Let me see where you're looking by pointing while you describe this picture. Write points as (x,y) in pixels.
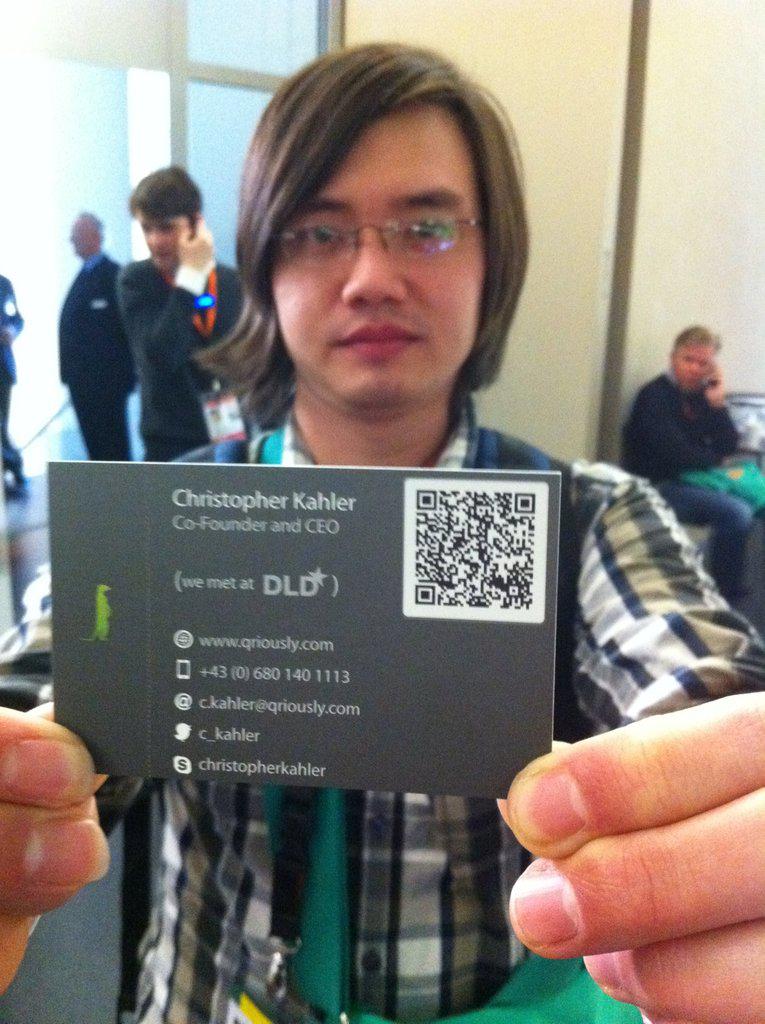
In this picture we can see a man (344,902) wearing checked shirt (620,646), standing in the front (437,502) and holding the visiting card (288,595) in the hand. Behind we can see some people (162,267) are standing. In the background (508,82) there is a yellow wall (509,82).
